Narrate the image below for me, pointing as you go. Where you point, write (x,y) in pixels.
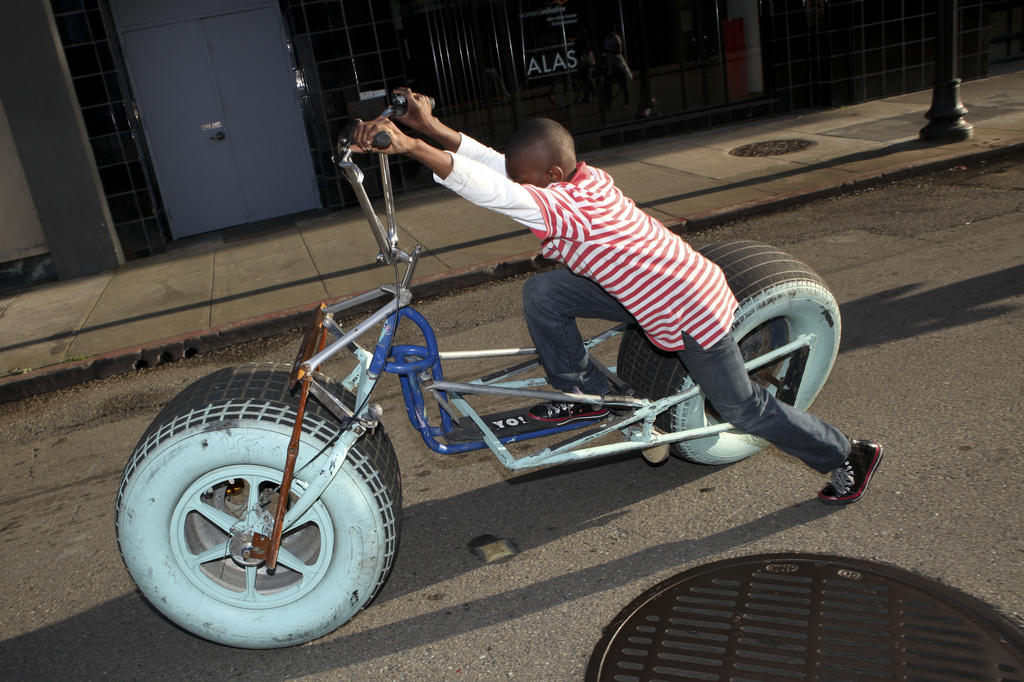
In this picture is a boy (403,88) riding bike (418,394) on the road (969,420).
